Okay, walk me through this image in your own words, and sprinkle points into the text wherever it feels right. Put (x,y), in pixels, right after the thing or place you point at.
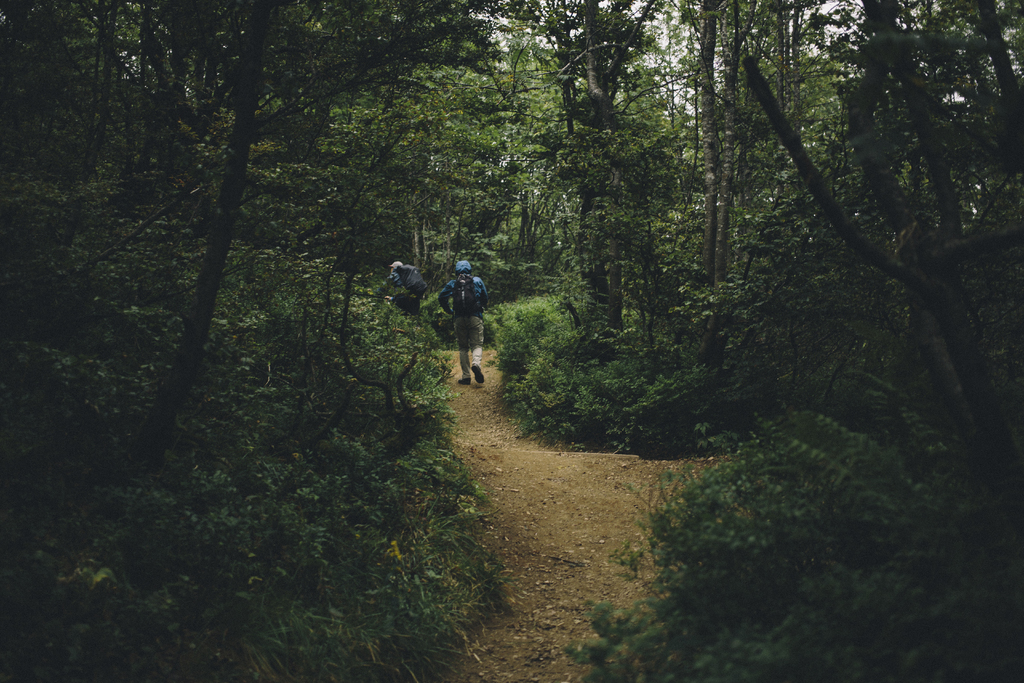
In this image two persons (446,294) carrying backpack (455,301) are walking on the path (524,504). There are many trees (806,360) around the place (604,527).
